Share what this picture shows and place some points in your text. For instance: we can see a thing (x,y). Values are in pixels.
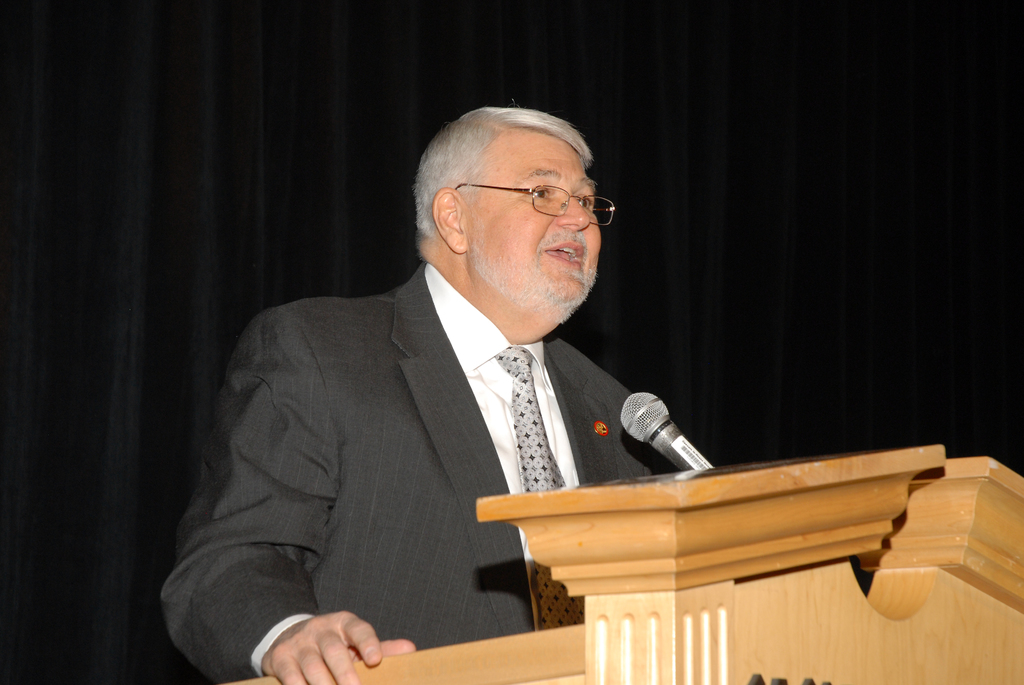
Here we see a man (495,568) standing at a podium (730,473) and speaking with the help of a microphone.
